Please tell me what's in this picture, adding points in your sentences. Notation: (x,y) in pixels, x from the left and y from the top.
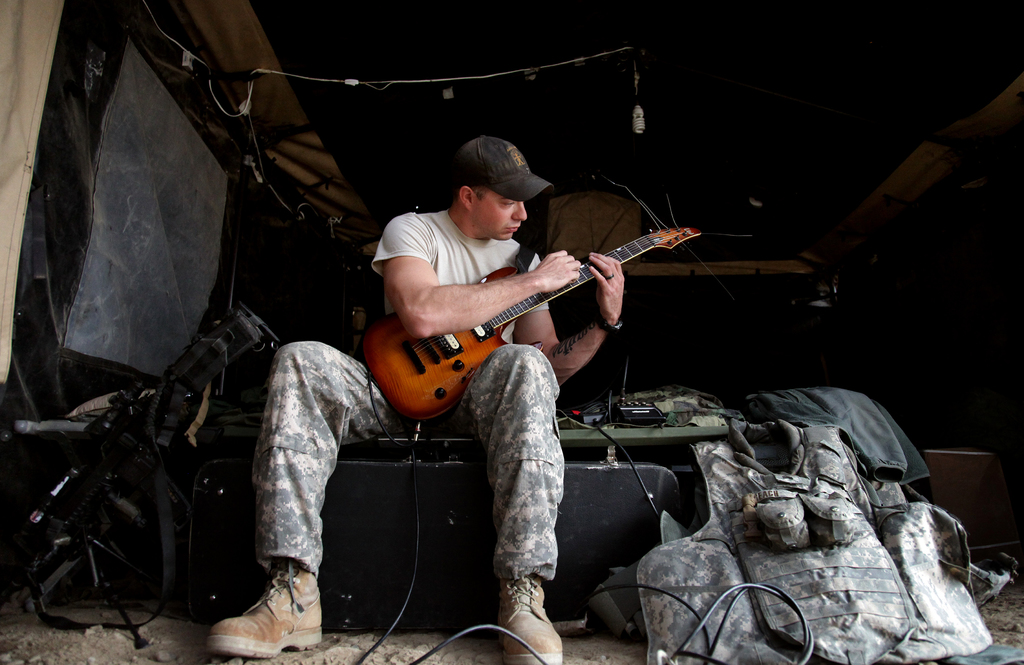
A man (350,384) with white t-shirt (448,274) is sitting and playing a guitar (520,314). And he is wearing a cap (496,158) on his head (482,165). Beside him there is a jacket (807,568). And to the left side (156,455) there is a gun (142,509). And there is a tent (477,99) on the top (779,160). And we can see white color bulb (642,127) on the top (641,109).
